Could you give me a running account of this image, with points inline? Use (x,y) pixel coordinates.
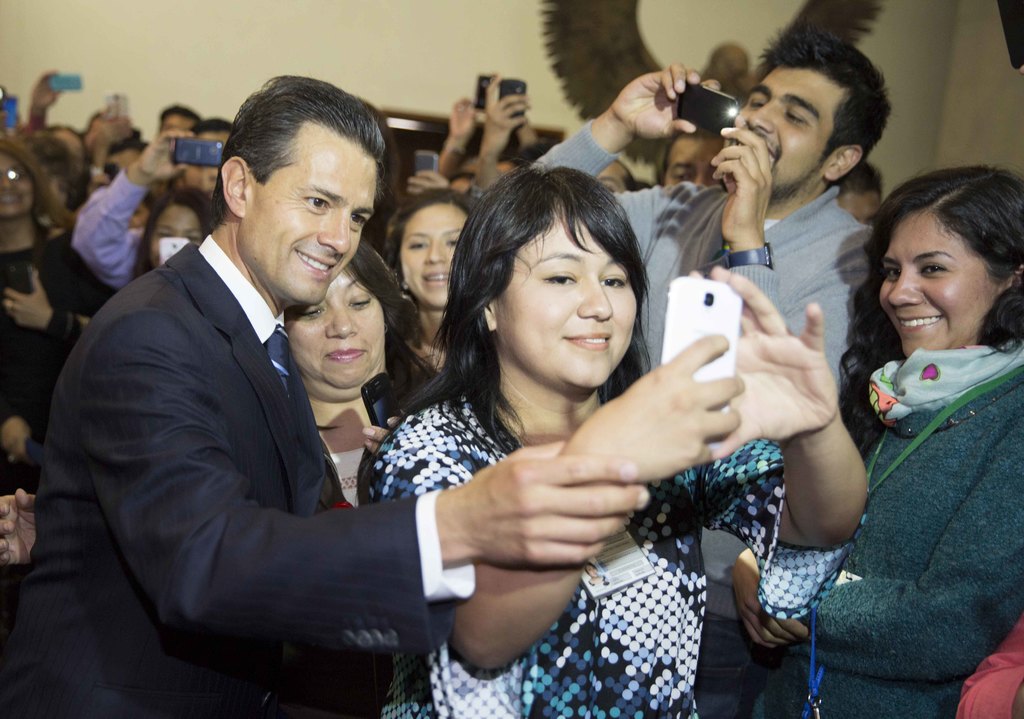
In this image there are some persons (381,542) standing and wearing clothes (115,267). These persons (115,207) are taking snaps with their phones (711,309).
